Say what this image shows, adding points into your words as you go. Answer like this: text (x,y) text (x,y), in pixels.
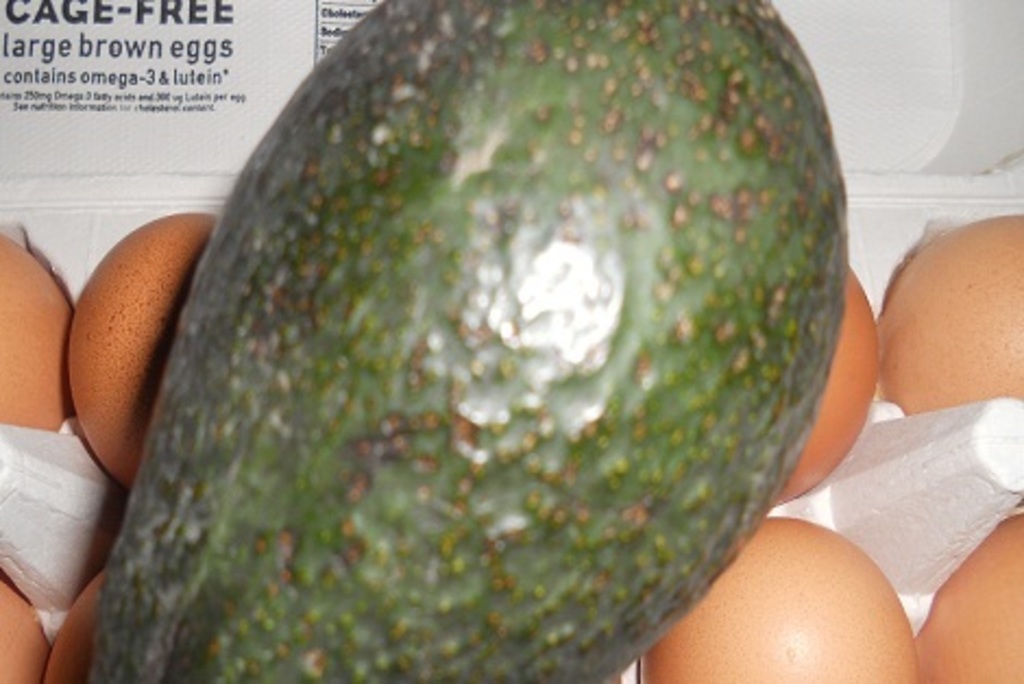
In this picture we can observe a green color fruit (499,442). There are some eggs (110,362) which are in orange color. On the left side (136,72) we can observe black color words (136,72) on the white background (197,49).
